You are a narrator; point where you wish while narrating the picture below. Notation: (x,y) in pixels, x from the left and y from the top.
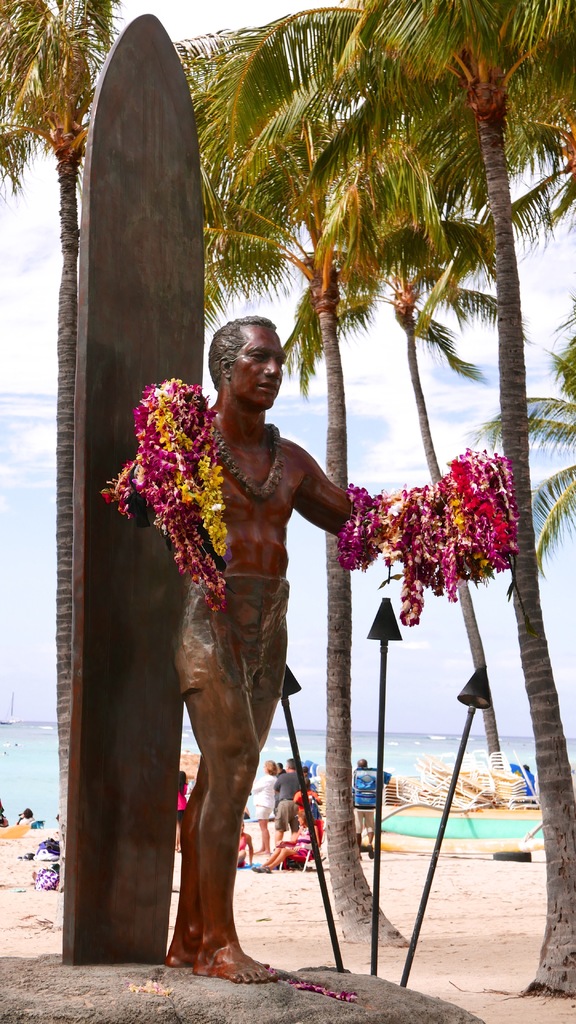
In this image, we can see a statue (153,712) and flowers (194,559). Background (555,913) we can see tree (575,365), few people (285,778), sea (306,737) and sky (36,565).
